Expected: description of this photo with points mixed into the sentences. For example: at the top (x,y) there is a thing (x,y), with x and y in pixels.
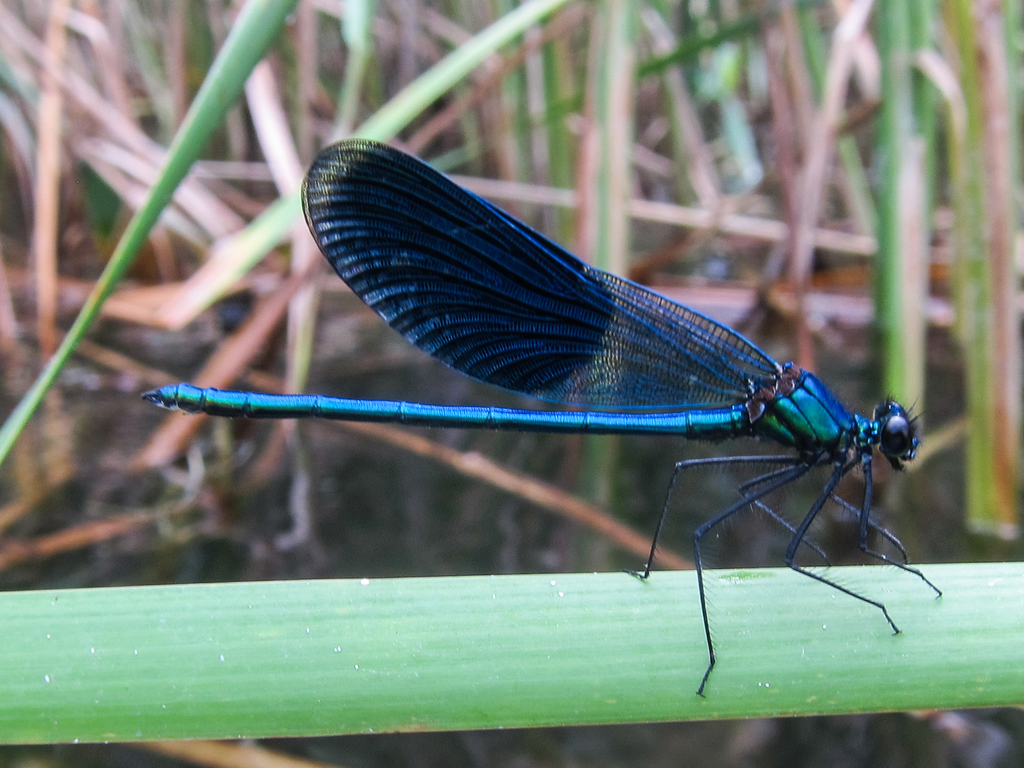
In this image I can see a dragon fly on the leaf (621,674), at the top (448,157) there are green leaves (562,139).
